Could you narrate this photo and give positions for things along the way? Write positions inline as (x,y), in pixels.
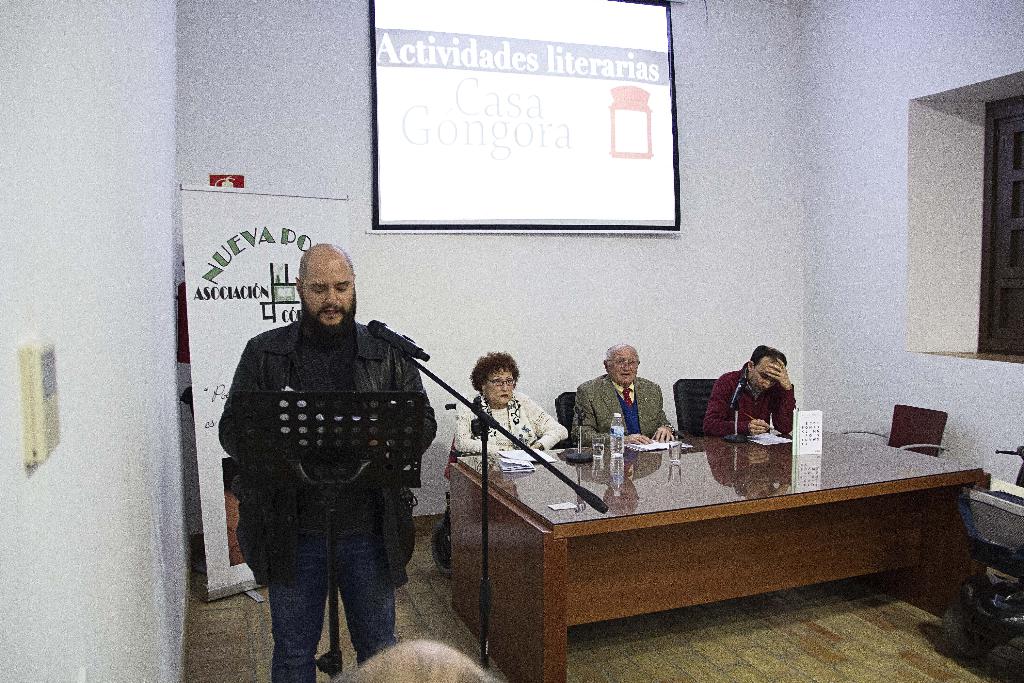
In this image I can see four people (543,414). Among them one person (342,389) is standing in-front of the mic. In the back (270,233) there is a banner (295,224) and the projector (654,100) to the wall (729,96).
